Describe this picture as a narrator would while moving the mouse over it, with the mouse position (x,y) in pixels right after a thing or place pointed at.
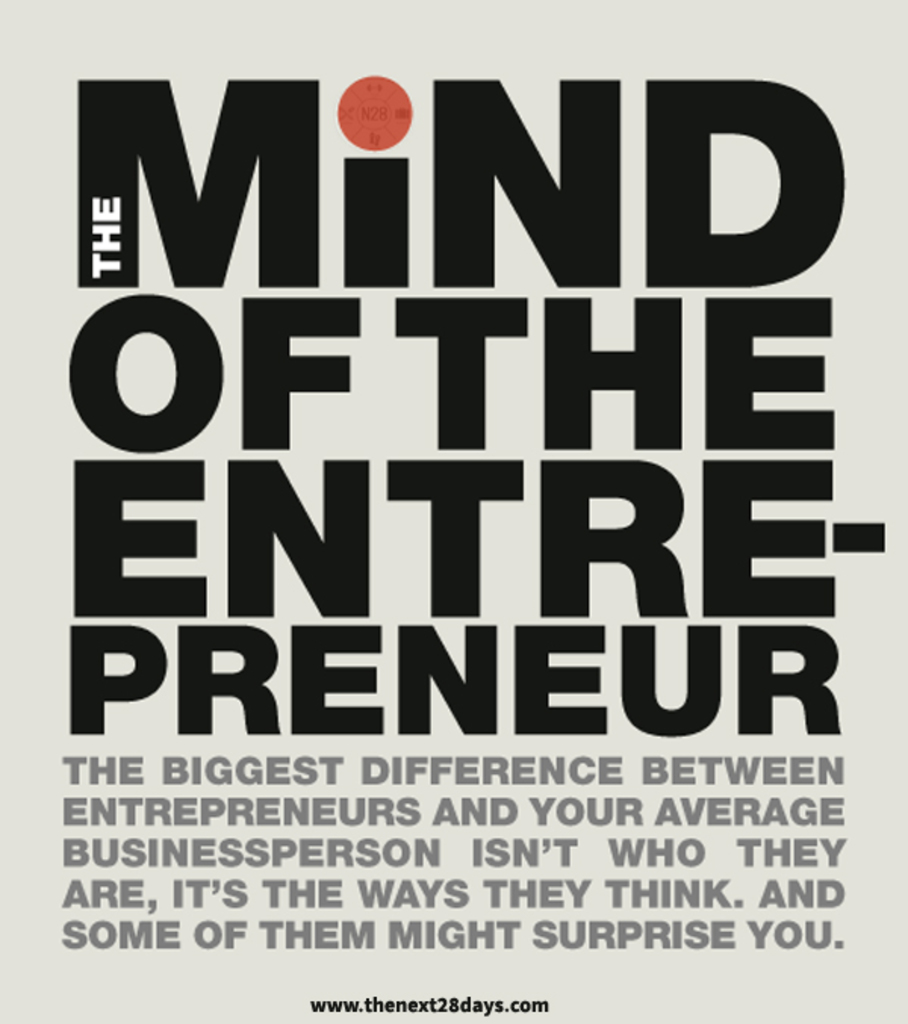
In this image, we can see a poster (373,396). On the poster (419,597), we can see some text (808,649) printed on it.
